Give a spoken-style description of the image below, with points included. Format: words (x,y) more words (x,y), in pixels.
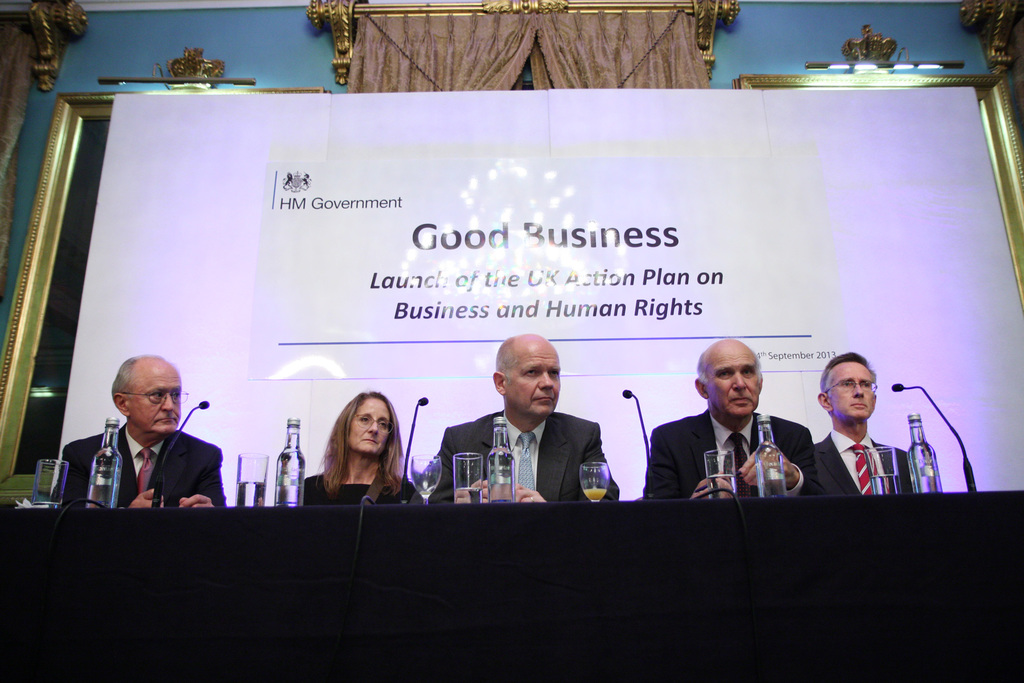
In the foreground of this image (537,439), there are people (464,439) in front of a table (310,513) on which, there are bottles (113,490), glasses (249,487), mics (407,455) and cables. In the background (491,267), there is a banner (619,299), curtain (453,45), wall (85,70), frames (846,81) and the lights (867,70).
